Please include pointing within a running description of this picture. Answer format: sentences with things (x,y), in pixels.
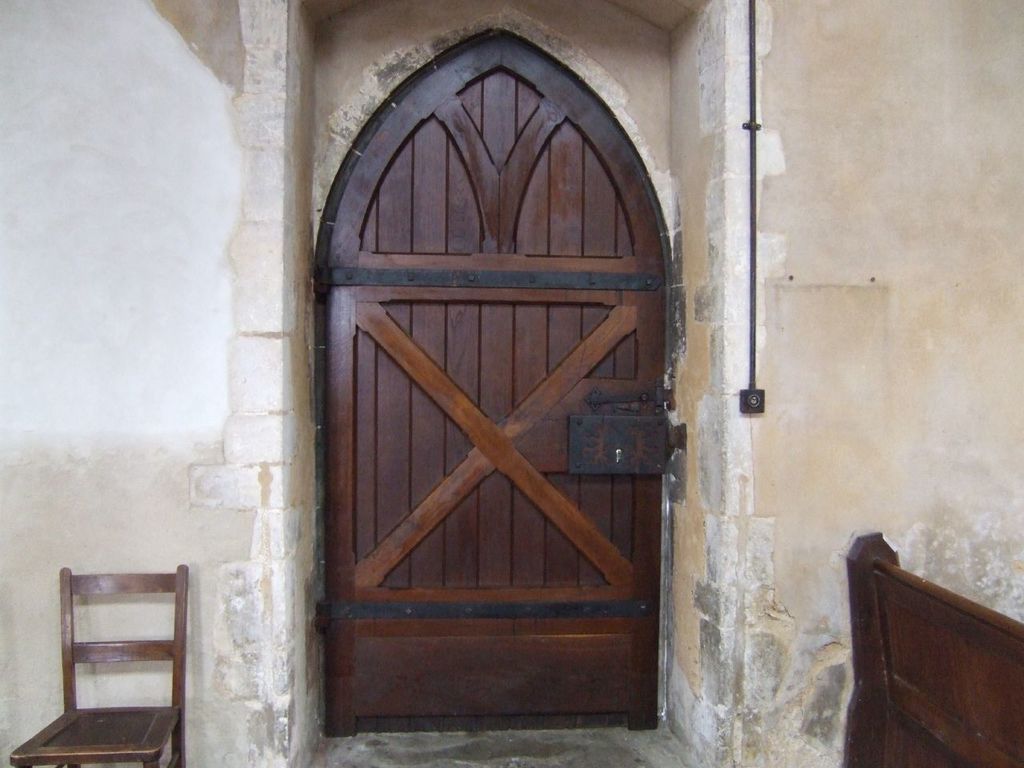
In this image in the front (523,360) there is a door (523,360). On the left side (92,655) there is an empty chair (137,651). On the right side (924,643) there is an empty bench (973,673) and in the center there is a wall (167,311).
